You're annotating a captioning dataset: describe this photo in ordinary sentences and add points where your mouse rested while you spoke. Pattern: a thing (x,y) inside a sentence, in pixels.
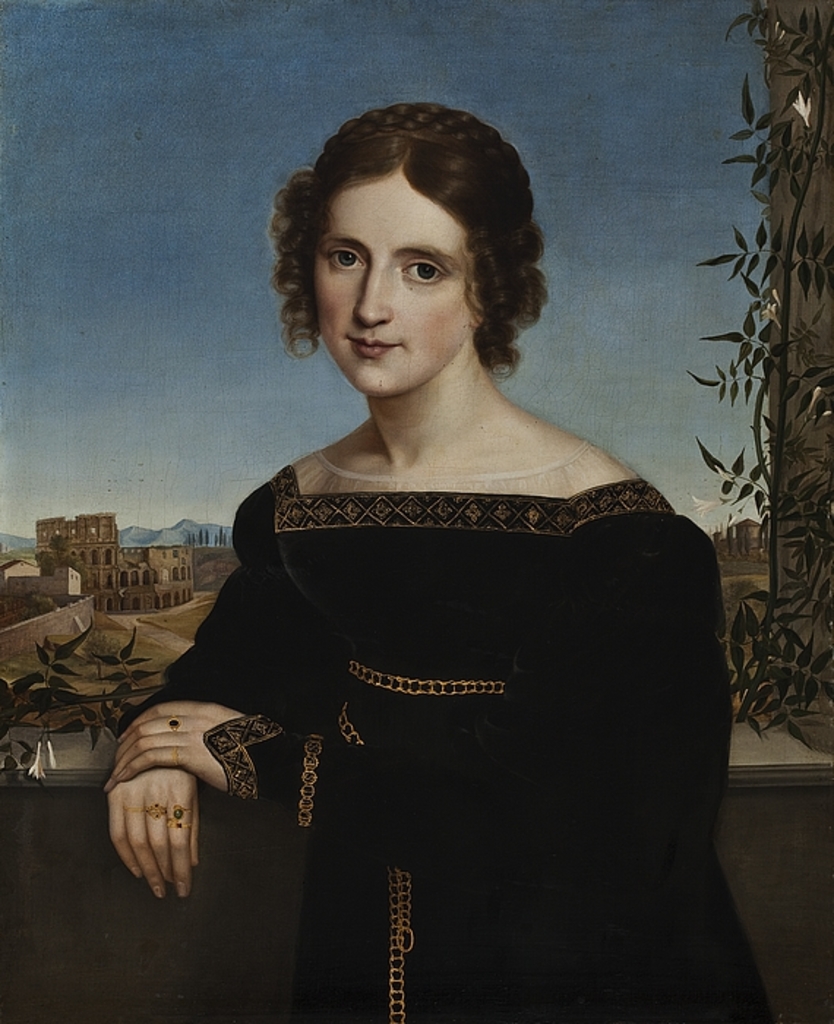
In this picture I can observe a woman (291,693) standing. This is a painting (382,493) of a woman (348,524). She is wearing black color dress (432,646). In the background (147,599) there is a building (93,583) and a sky (166,372).
